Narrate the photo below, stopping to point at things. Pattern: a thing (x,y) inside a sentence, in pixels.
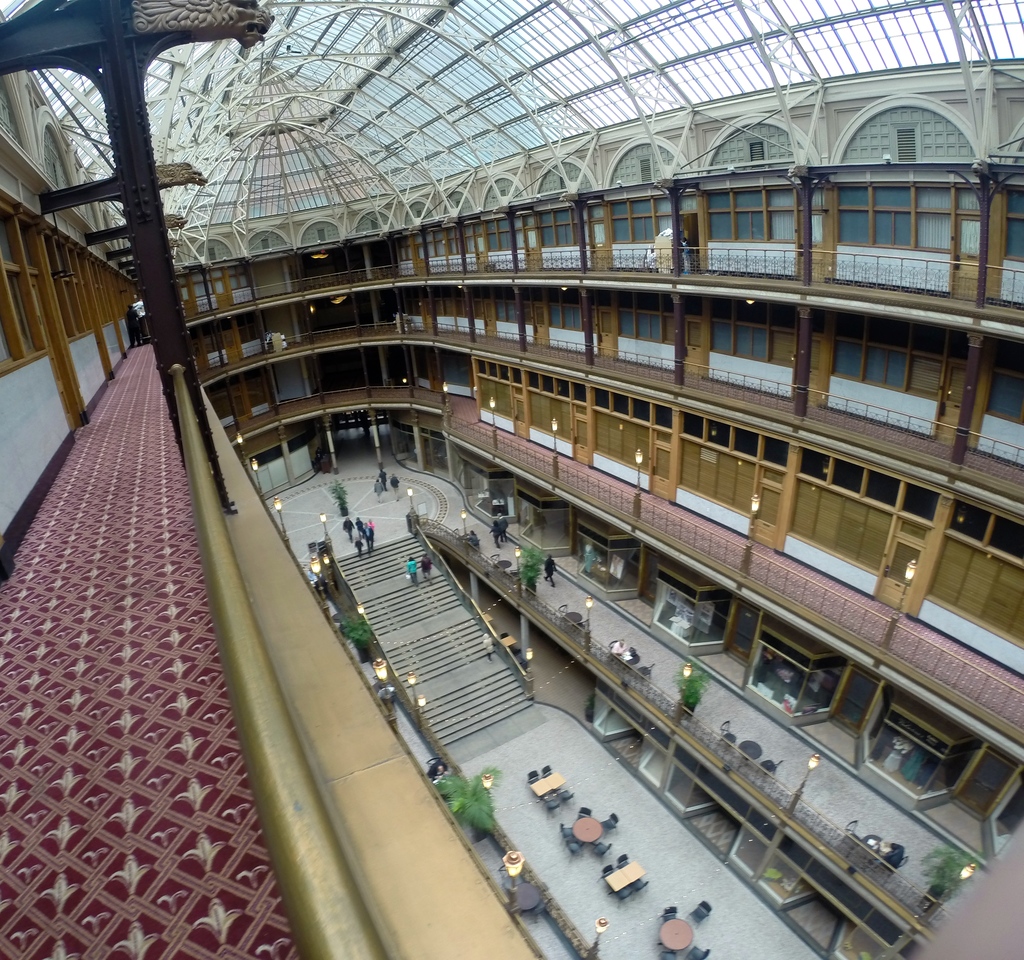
In this image we can see there is a building (903,400) with so many floors (871,533) and a curved roof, also there are so many people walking in the ground floor (648,827).
